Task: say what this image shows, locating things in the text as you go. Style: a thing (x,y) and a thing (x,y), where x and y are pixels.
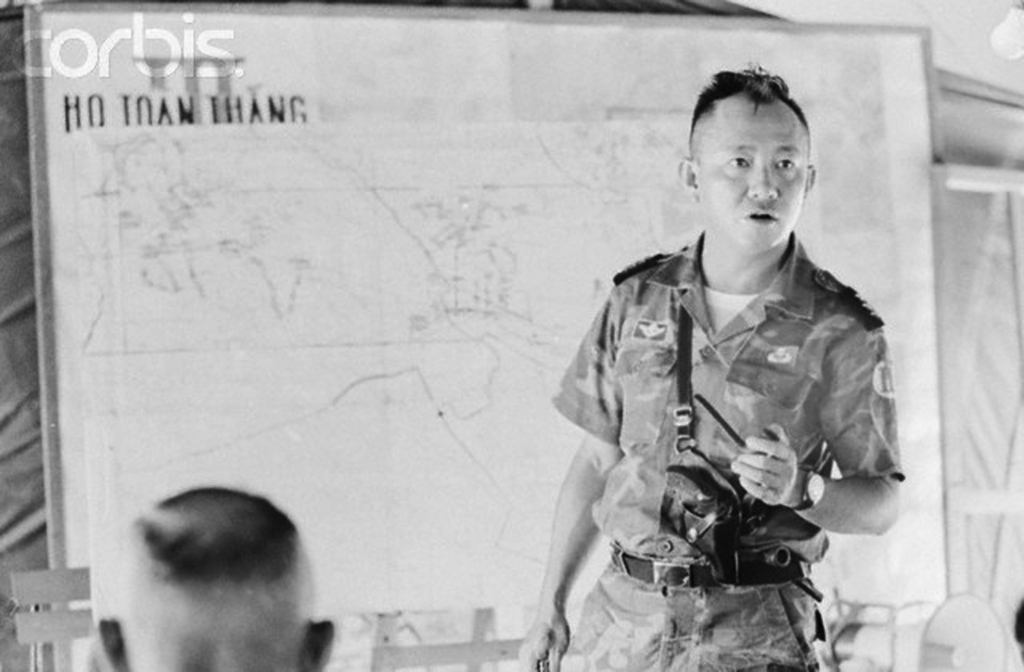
On the right side of the image (767,501) we can see a man (773,494) standing. He is wearing a uniform (758,627). In the background (455,303) there is a board (404,322). At the bottom (237,583) there is a person (227,598) and we can see a light (1018,57).
